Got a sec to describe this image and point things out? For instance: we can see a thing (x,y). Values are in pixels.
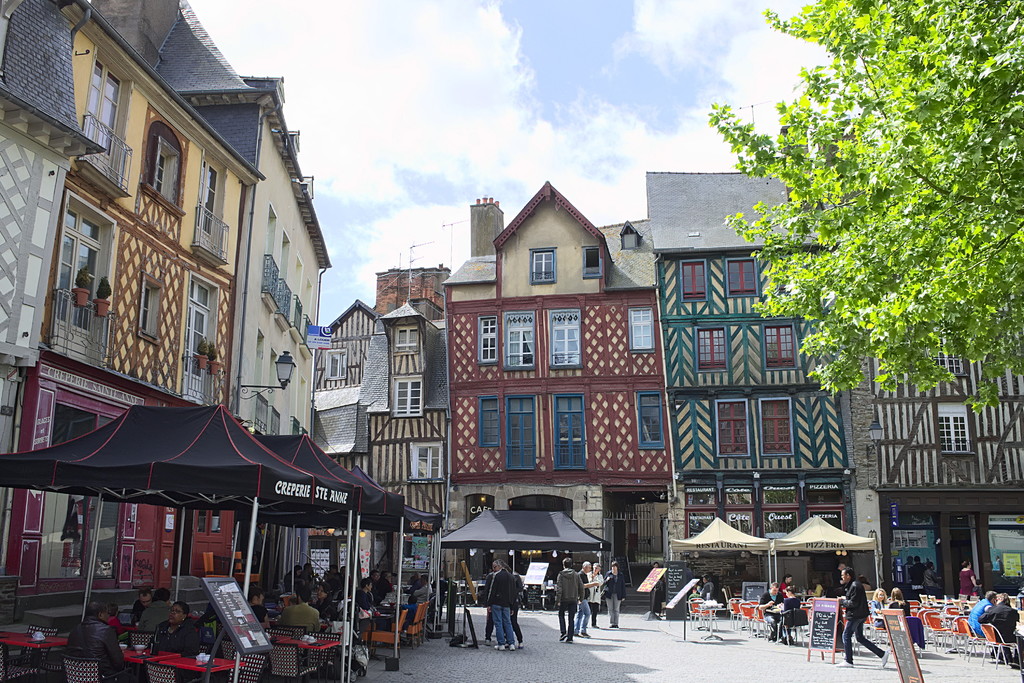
At the bottom (518,632) we can see few persons (584,623) are standing, walking on the road (669,640) and there are people (98,616) on the left (122,663) and right sitting on the chairs (696,609) and on the left side (301,645) there are tables (335,642). There are tents (468,540) and hoardings (246,627) on the road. In the background (305,279) we can see buildings (623,361), windows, lights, doors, roofs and clouds (681,34) in the sky (681,34). On the right (724,135) there is a tree (729,115).
